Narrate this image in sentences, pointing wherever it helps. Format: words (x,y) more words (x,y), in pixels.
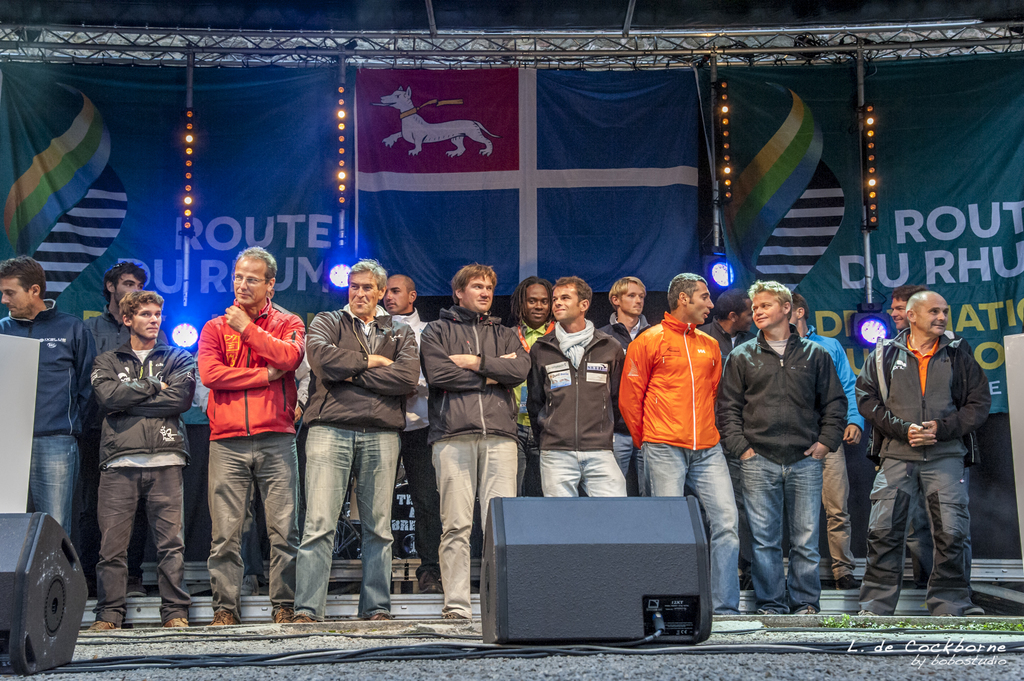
In this image we can see group of persons (566,434) wearing jackets (444,420) standing on the stage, in the foreground of the image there are some sound boxes (33,618) and in the background of the image (87,114) there are some rods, lights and green color sheet (85,134).
